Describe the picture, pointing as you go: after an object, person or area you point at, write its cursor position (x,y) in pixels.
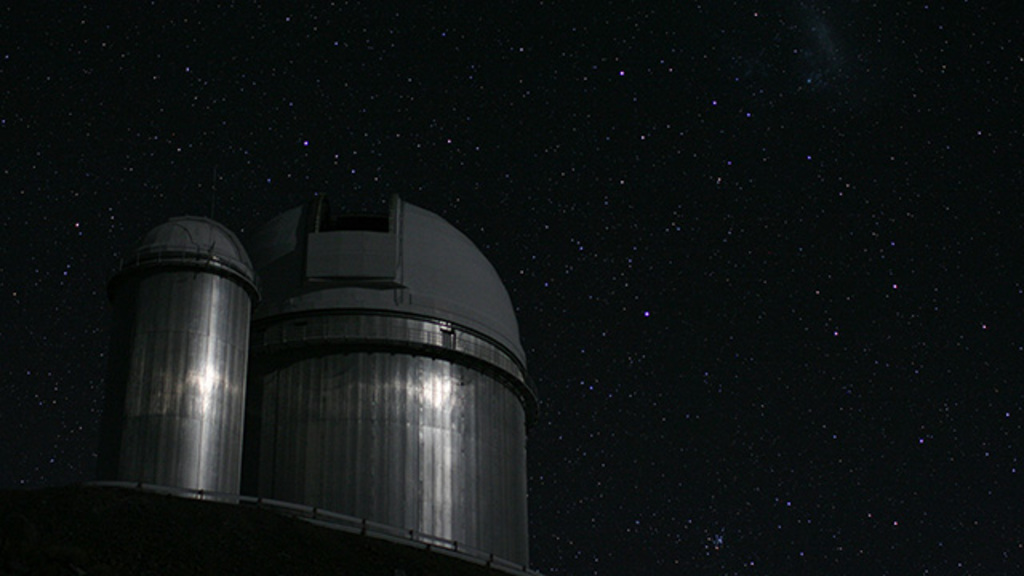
On the left side (303,344) it is the thing (444,376) and this is the dark night sky (724,185) with the stars (646,185).
